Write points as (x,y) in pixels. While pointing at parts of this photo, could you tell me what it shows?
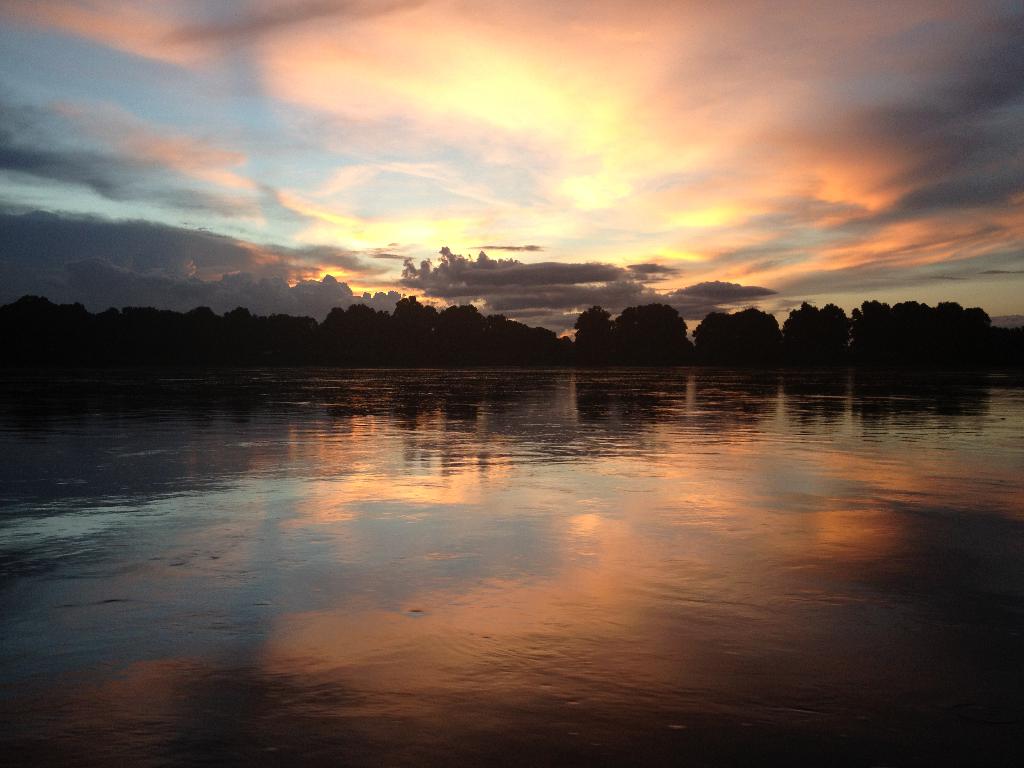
In this image we can see a group of trees (778,341) are there, we can see a reflection of the sky (595,527) on the water surface (676,539), the sky (565,268) is slightly cloudy.
